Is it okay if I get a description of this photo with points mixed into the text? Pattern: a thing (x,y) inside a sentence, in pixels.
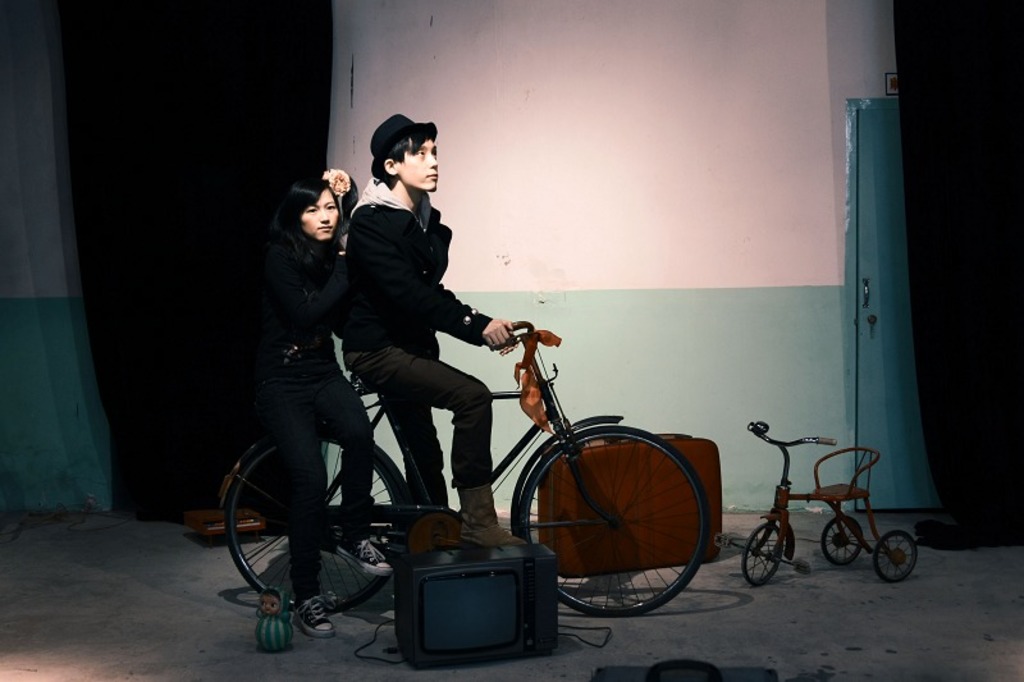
In this picture i could see two persons (364,351) riding a bike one of them sitting in the back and other sitting in front. Both are dressed up in black the other one is having hat (383,158) and the back is having flower (340,187) on her head (327,199). In the back ground (571,117) i could see a white and green colored wall (630,315).
